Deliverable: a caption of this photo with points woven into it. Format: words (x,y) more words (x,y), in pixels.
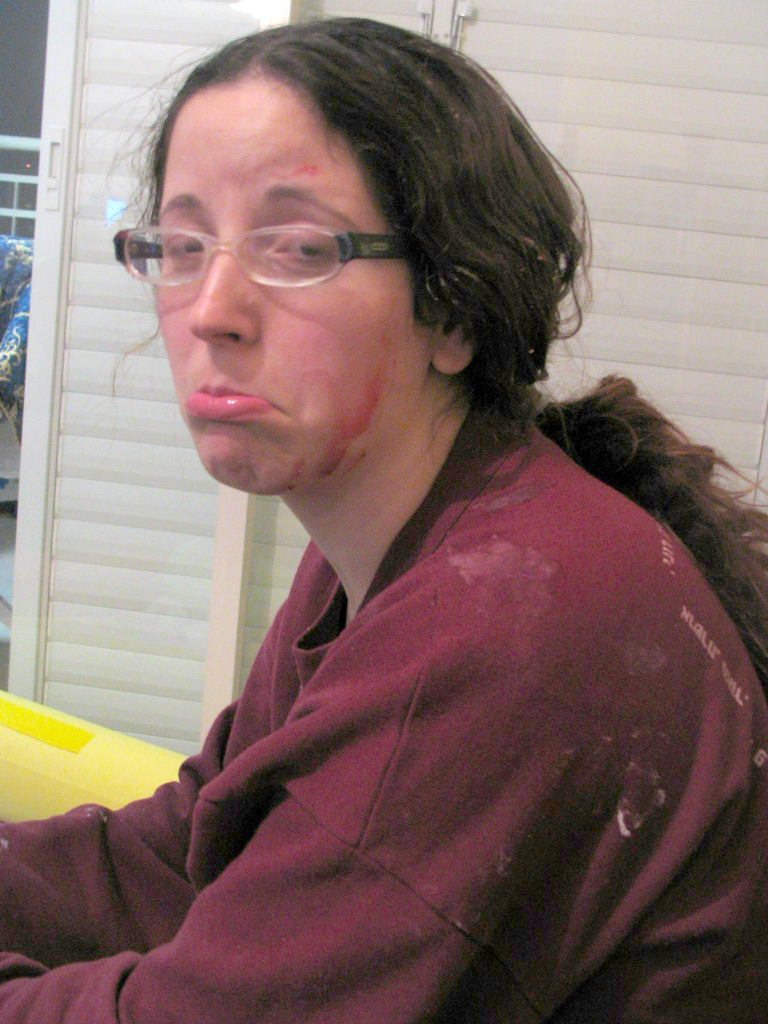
At the bottom of this image (529,778), there is a woman (462,322) in a brown color T-shirt (530,734), wearing a spectacle (378,253) and watching something. In the background (655,57), there is a white colored surface (590,14) and there are other objects (3,374).
